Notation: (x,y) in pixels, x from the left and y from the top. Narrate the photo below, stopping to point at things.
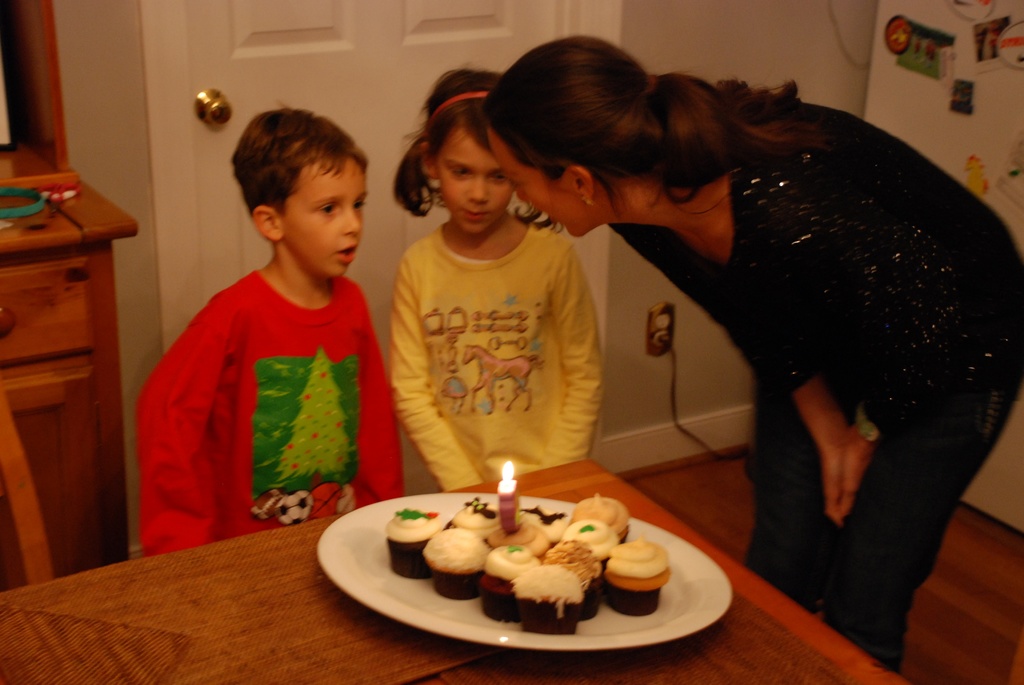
In a room (524,541) there are few cupcakes (495,569) kept on a plate (407,583) and placed on a table (342,631), there is a candle (505,504) in between those cupcakes (453,540) and around the table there are three people (407,371), two kids (294,379) and a woman (695,257), Behind the woman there is a wall (708,48) and beside the wall (723,37) there is a door (353,72) and on the left side (49,225) there is a shelf (49,237) to the cupboard (61,217).
